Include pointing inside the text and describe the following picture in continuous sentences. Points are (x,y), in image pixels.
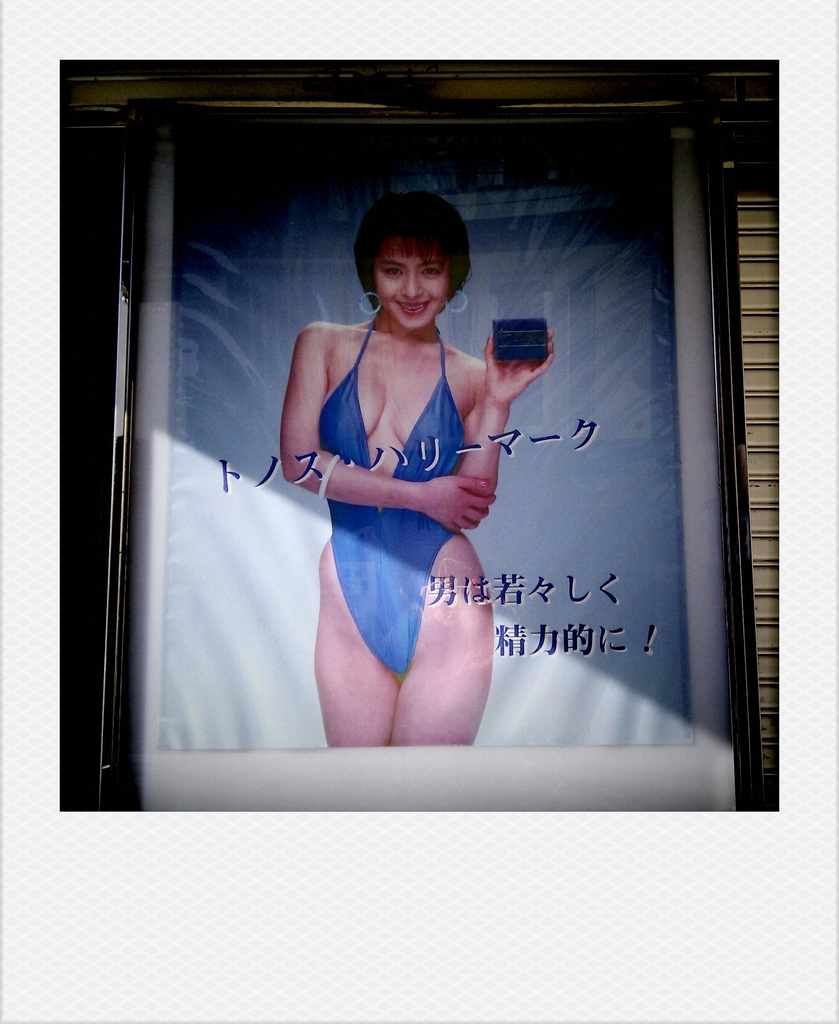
In this image I can see a frame (425,121) and in it I can see a photo (430,494) of a woman (405,360). I can see she is wearing blue dress (390,477) and I can see she is holding a blue colour thing (521,331). I can also see smile on her face (441,286) and here I can see something is written.
